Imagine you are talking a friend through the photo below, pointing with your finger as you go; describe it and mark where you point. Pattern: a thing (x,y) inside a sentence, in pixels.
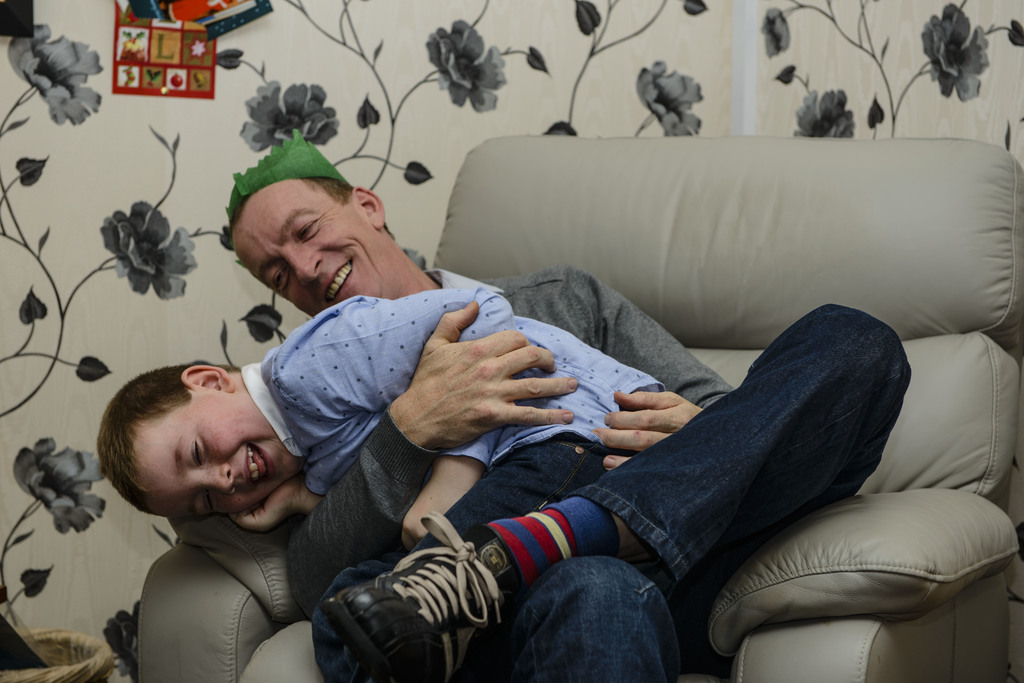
The image is inside the room (123,593). In the image there are two people (469,300) man (377,262) and a boy (350,419) are sitting on couch (880,281), in background (588,34) we can also see some flowers (449,66).
